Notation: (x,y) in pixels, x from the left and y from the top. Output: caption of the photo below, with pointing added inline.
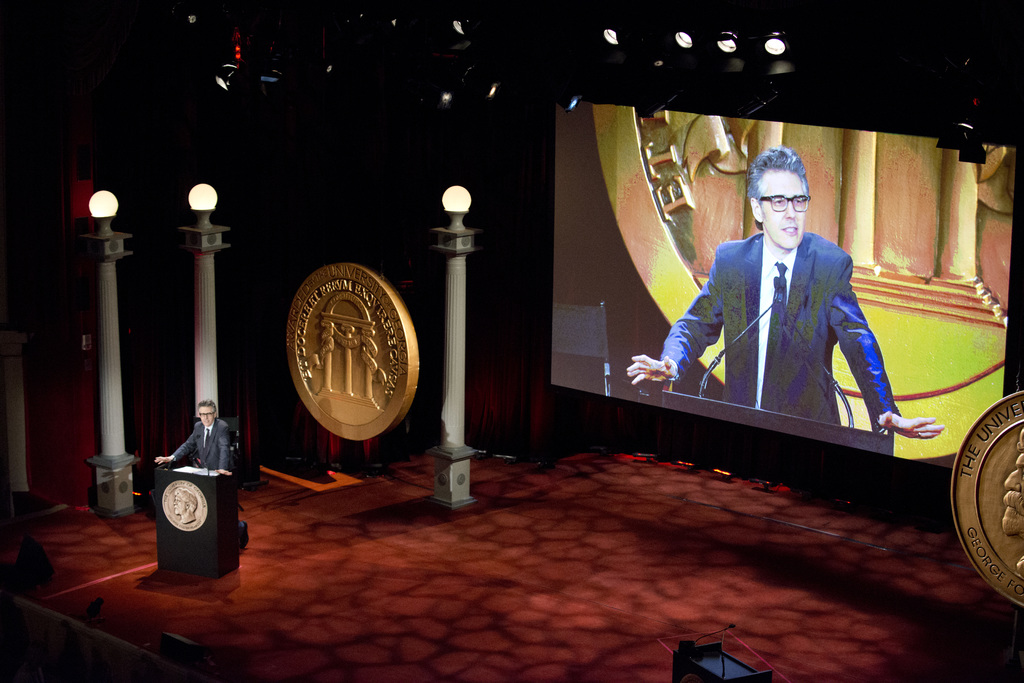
In this picture I can observe a man (225,443) standing in front of the podium (189,506). On the left side (201,396) there are three poles (201,320) to which lamps (200,192) are fixed. On the right side (703,172) I can observe a screen (893,275). The background (861,30) is dark.
